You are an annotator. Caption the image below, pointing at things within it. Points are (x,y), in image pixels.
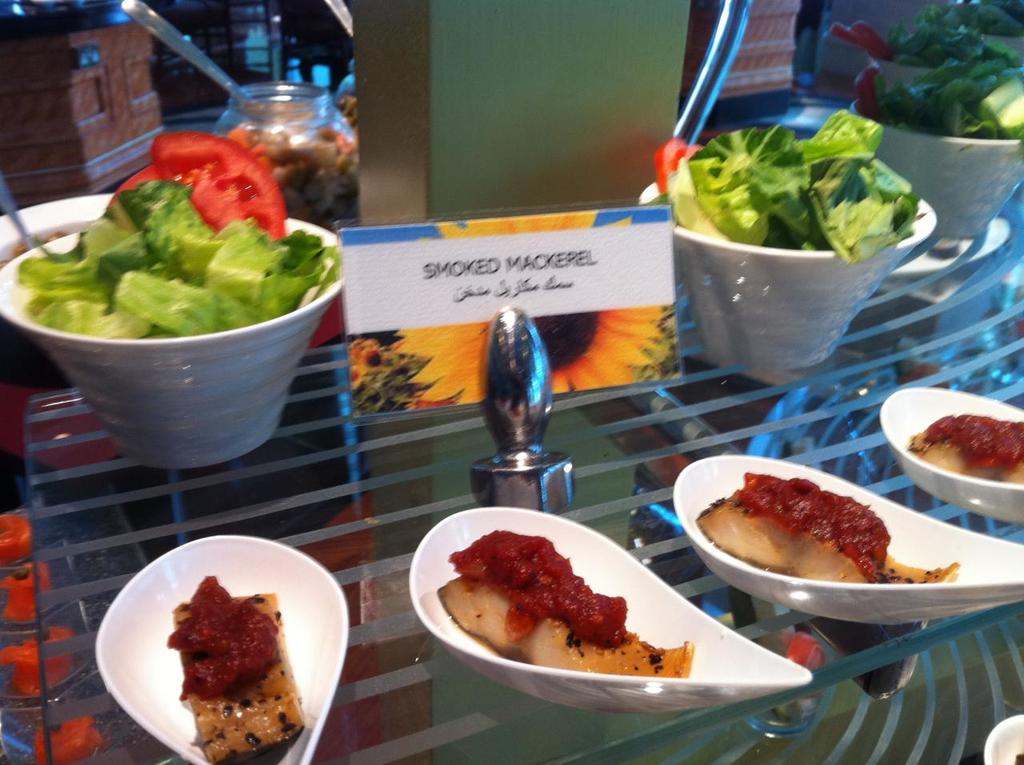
In this image I can see there are food items (548,558) in different kinds of bowls (612,570). In the middle (655,346) there is the name (546,313) of that item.
